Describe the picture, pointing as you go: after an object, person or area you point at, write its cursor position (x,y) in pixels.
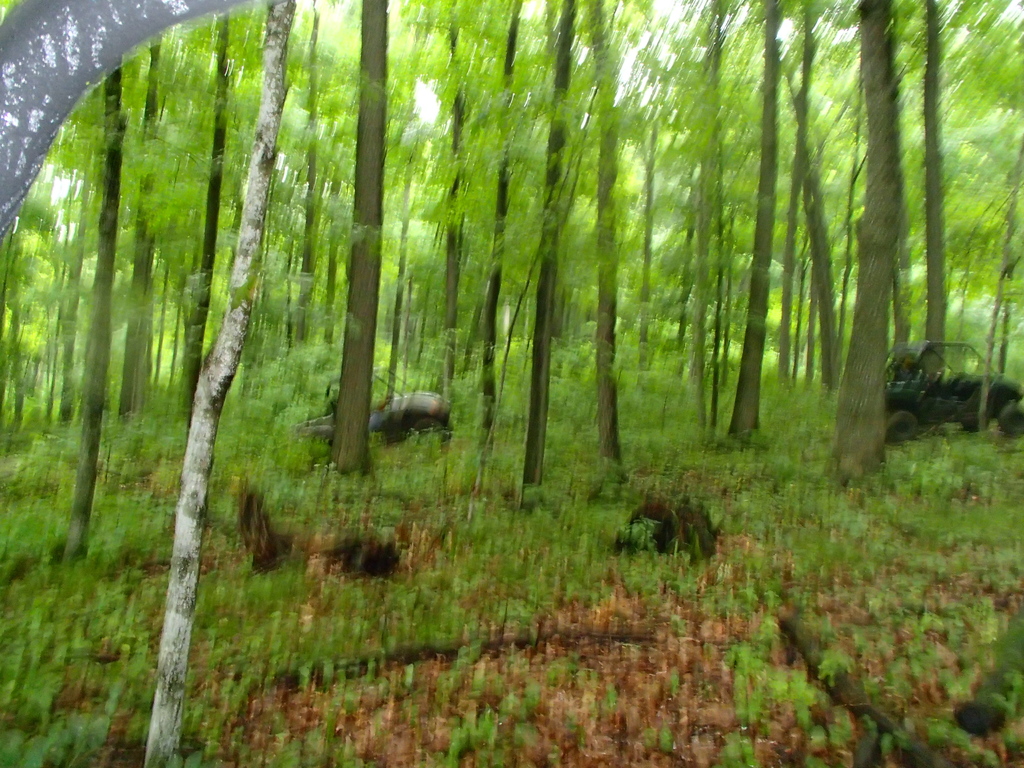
This picture is slightly blurred, where I can see plants (746,515) on the ground (615,485) and I can see trees (598,376).
